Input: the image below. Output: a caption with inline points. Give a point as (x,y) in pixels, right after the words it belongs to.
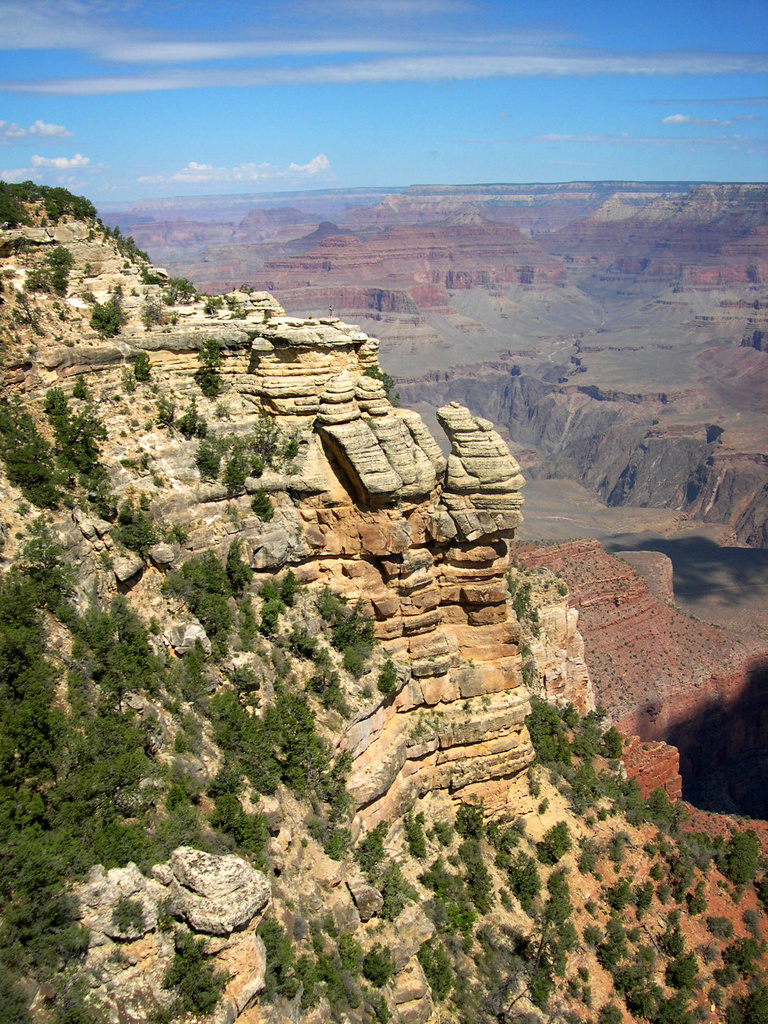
In this image, we can see hills (421,345), trees (517,962) and rocks (300,471). At the top (331,112), there are clouds (201,84) in the sky (331,112).
